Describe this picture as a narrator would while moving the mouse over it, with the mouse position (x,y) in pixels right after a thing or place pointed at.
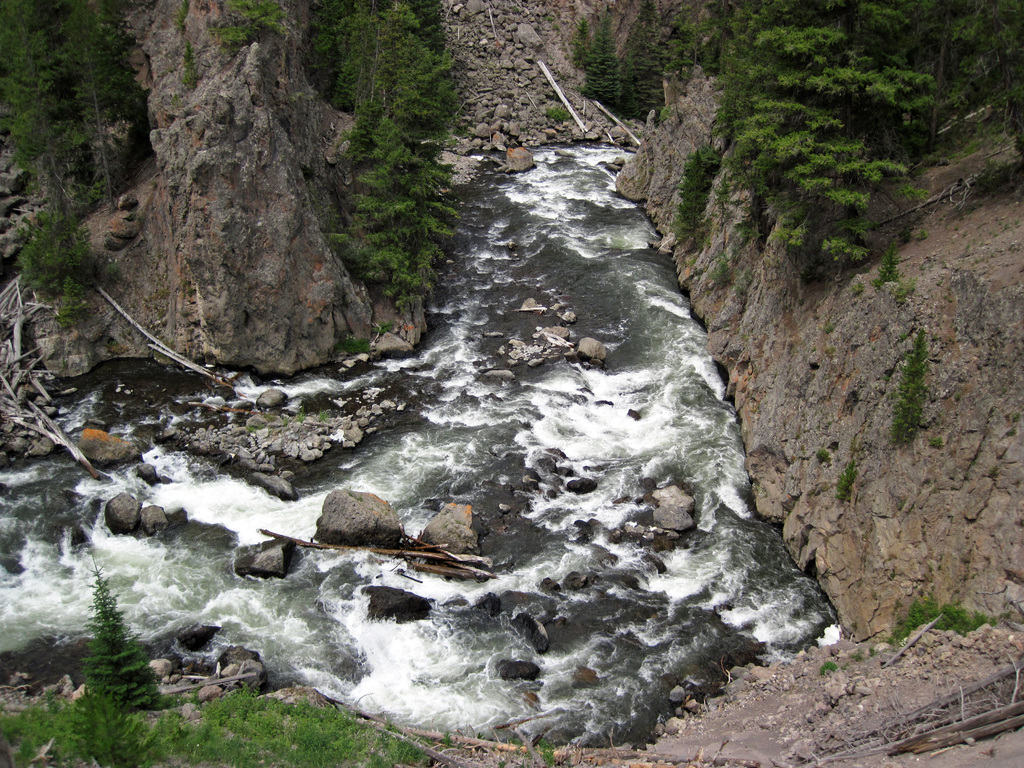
In this picture I can see the river (638,422). In the center (370,408) I can see many stones (338,520). At the top (869,90) I can see many trees (371,94). At the bottom (281,730) I can see the green grass (272,756).
